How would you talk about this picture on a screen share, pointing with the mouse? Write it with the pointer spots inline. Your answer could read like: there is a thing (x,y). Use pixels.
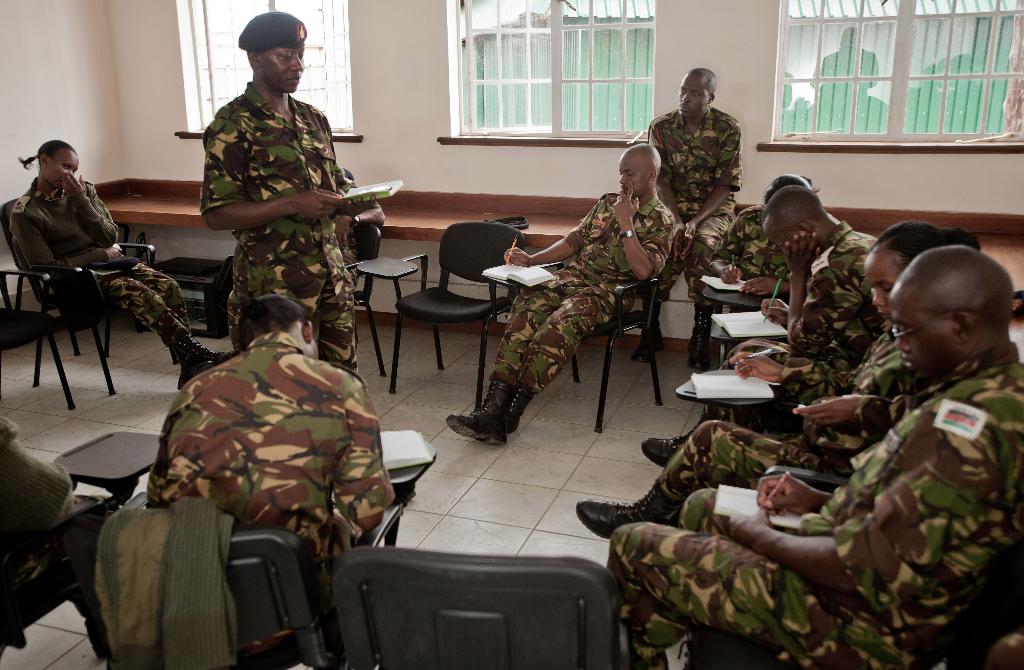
This image is taken inside the room (396,420). There are many people (227,482) in this room (740,324), few are sitting and one person (306,238) is standing. In the right side of the image (880,491) everyone are sitting and writing with pens (781,478) on the book (773,332). In the middle of the image (412,400) there is a floor (408,515). In the background (189,85) there is a wall (145,97) with windows (592,59) and grills (987,84).
